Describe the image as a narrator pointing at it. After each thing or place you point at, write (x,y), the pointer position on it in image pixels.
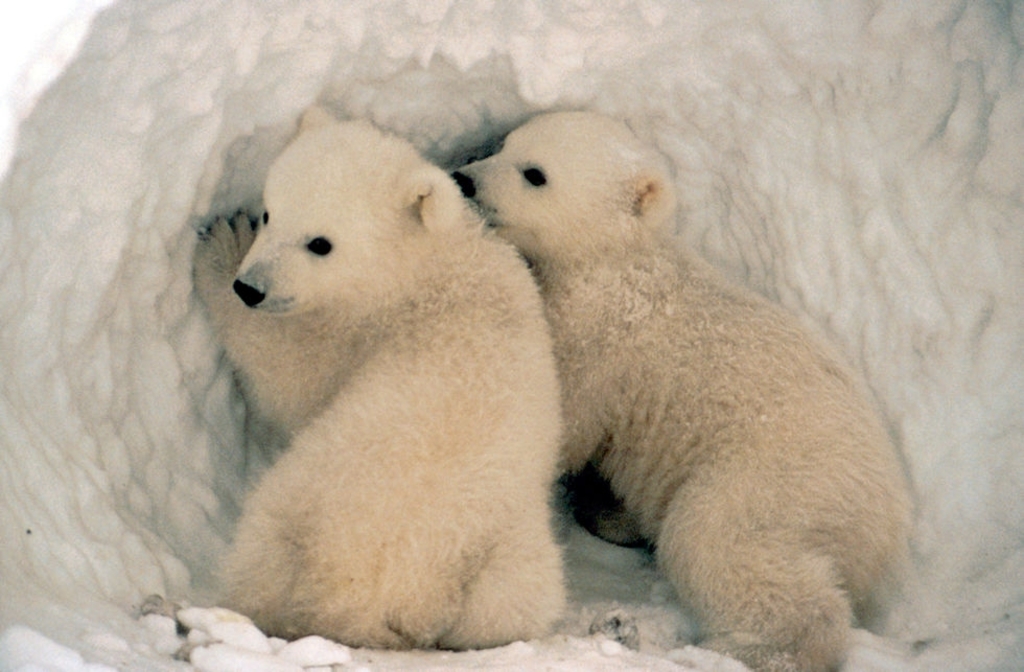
In this image we can see two polar bears (551,324) present in the ice (198,537).
